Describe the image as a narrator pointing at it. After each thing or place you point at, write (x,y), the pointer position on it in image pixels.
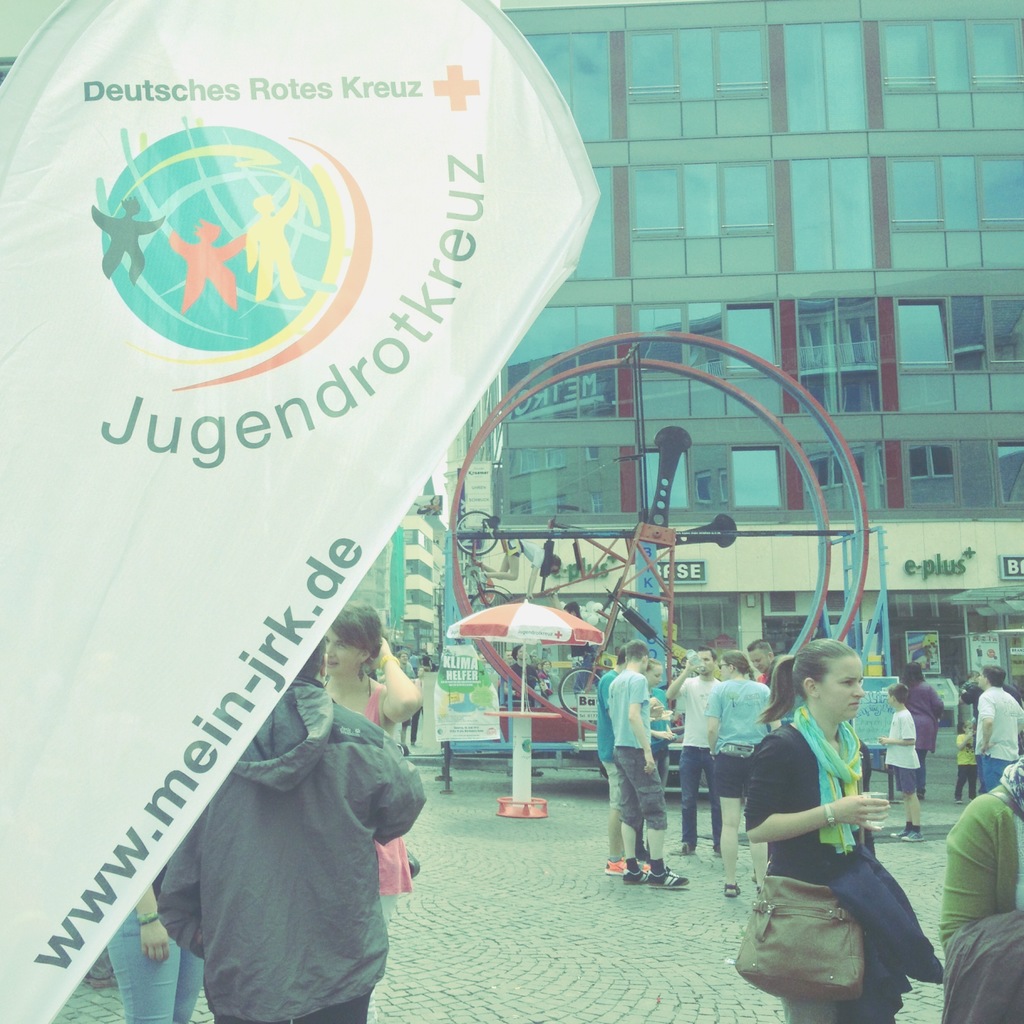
As we can see in the image there are banners (393,527), buildings (484,402), an umbrella (574,622) and few people (374,850) here and there.
